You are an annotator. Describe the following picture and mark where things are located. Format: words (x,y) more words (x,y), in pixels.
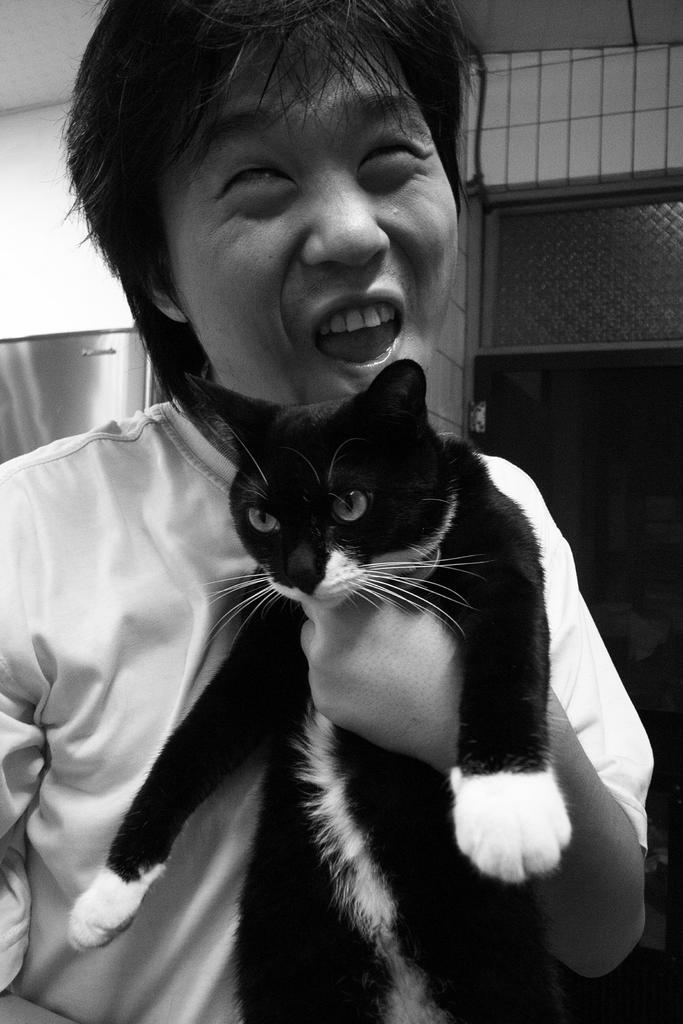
It is a black and white picture a person (149,441) is standing and holding a cat (332,587) in his left hand (345,655) in the background (527,369) there is a wall (502,59), a door (538,373) and window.
